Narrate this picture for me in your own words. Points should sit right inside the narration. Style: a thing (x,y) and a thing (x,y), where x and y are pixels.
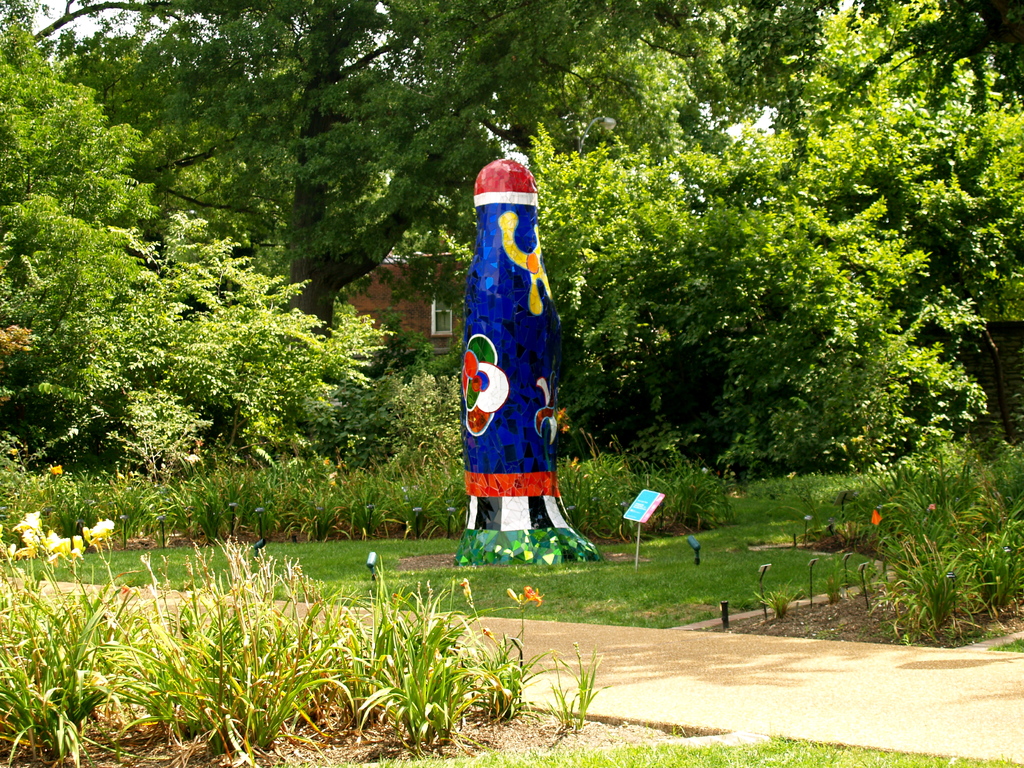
In the picture we can see a garden (524,748) with grass surface (496,760), plants (271,720), trees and some bottle kind of structure (524,286) on the grass surface (452,581) and in the background (457,361) also we can see trees (501,155).
